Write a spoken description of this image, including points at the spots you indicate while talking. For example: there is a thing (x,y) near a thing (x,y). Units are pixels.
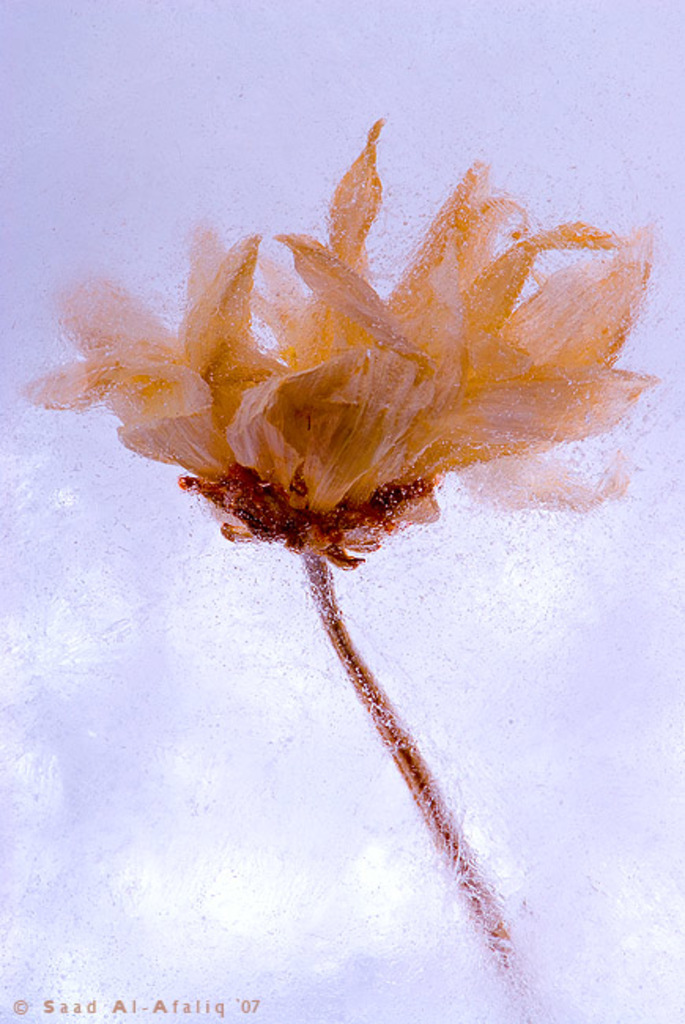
In this image there is a flower (421,772) inside the water (135,791) and there is some text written on the left side of the image (228,1010).
